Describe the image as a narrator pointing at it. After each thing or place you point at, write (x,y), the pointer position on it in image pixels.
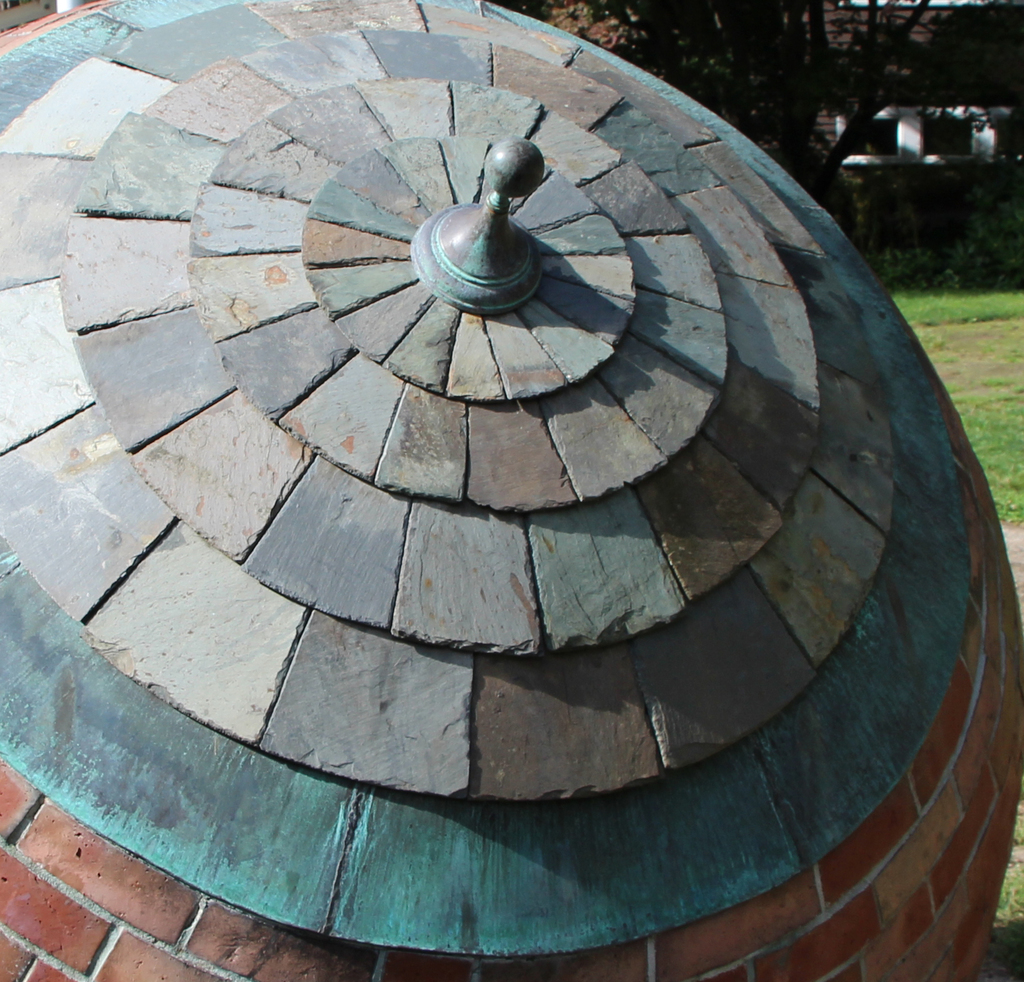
In this image we can see dome shaped architecture (426,571) with bricks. In the back (800,19) there are trees (792,43). Also there is a building (963,108). On the ground (968,372) there is grass (994,394).
